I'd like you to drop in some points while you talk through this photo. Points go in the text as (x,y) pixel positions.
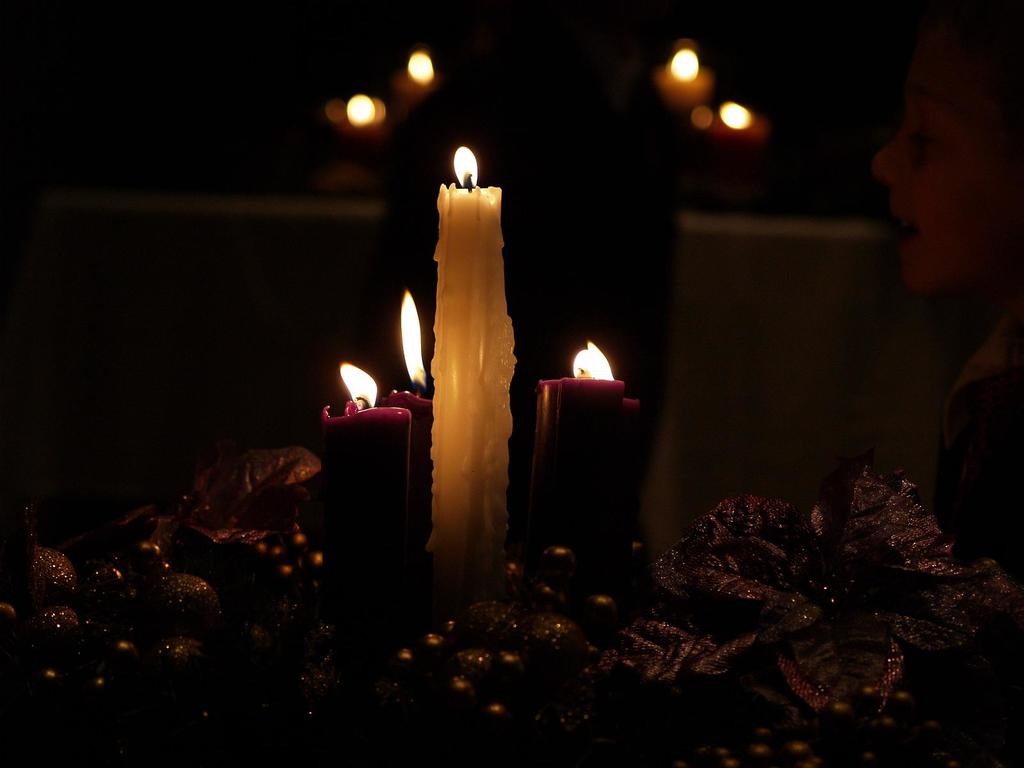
In this image there are few candles (502,433) lighted. Bottom of image (633,635) there are few decorative items (438,660). Right side (966,116) there is a kid (921,210). Behind the decorative items (481,660) there is a person (586,9).
